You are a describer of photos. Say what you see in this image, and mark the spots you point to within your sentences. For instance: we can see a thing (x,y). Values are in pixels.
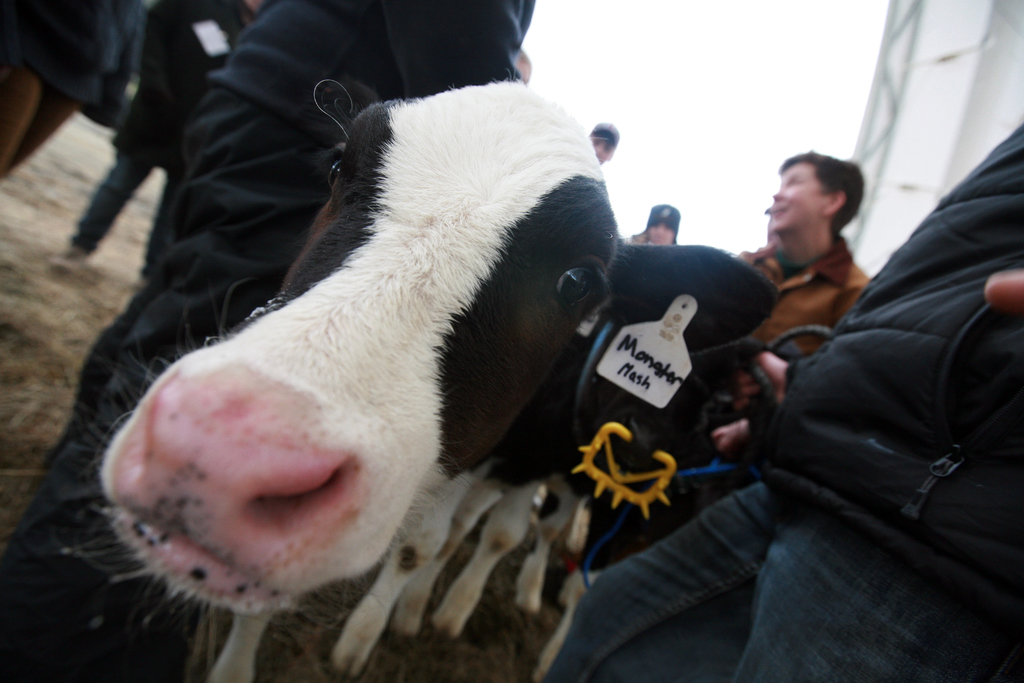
In this image we can see animals (230,388) and few people (967,317), some written text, we can see the sky (693,5) in the background (711,81).
